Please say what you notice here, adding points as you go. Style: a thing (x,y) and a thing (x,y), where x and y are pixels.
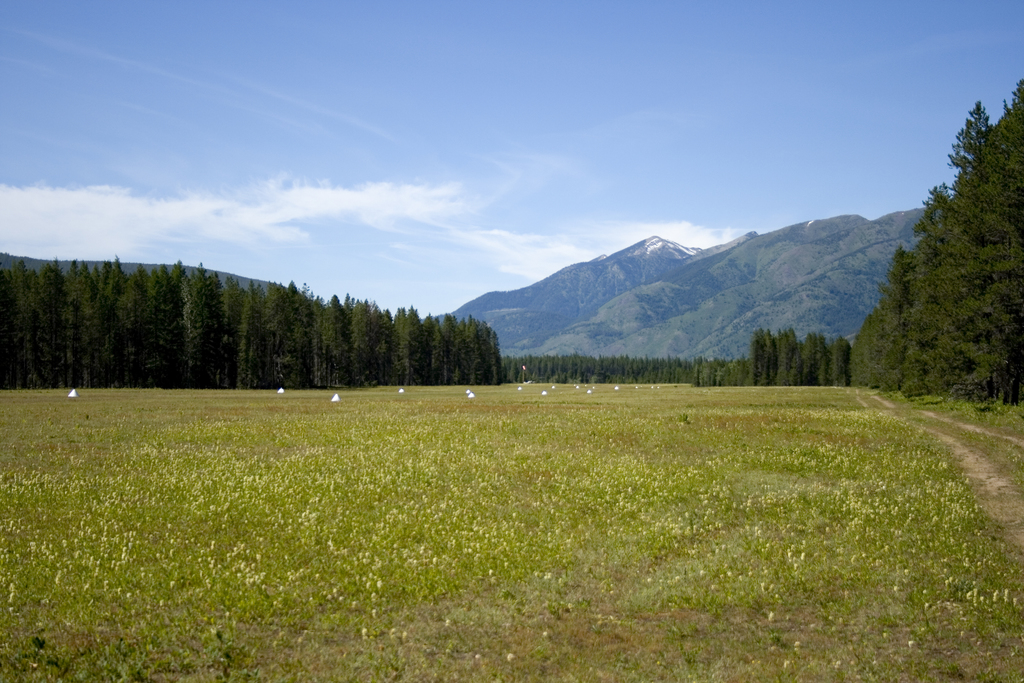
In this picture we can see plants (189,580), white objects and trees (652,359). In the background of the image (647,301) we can see mountain (680,255) and sky (480,155) with clouds (129,212).
